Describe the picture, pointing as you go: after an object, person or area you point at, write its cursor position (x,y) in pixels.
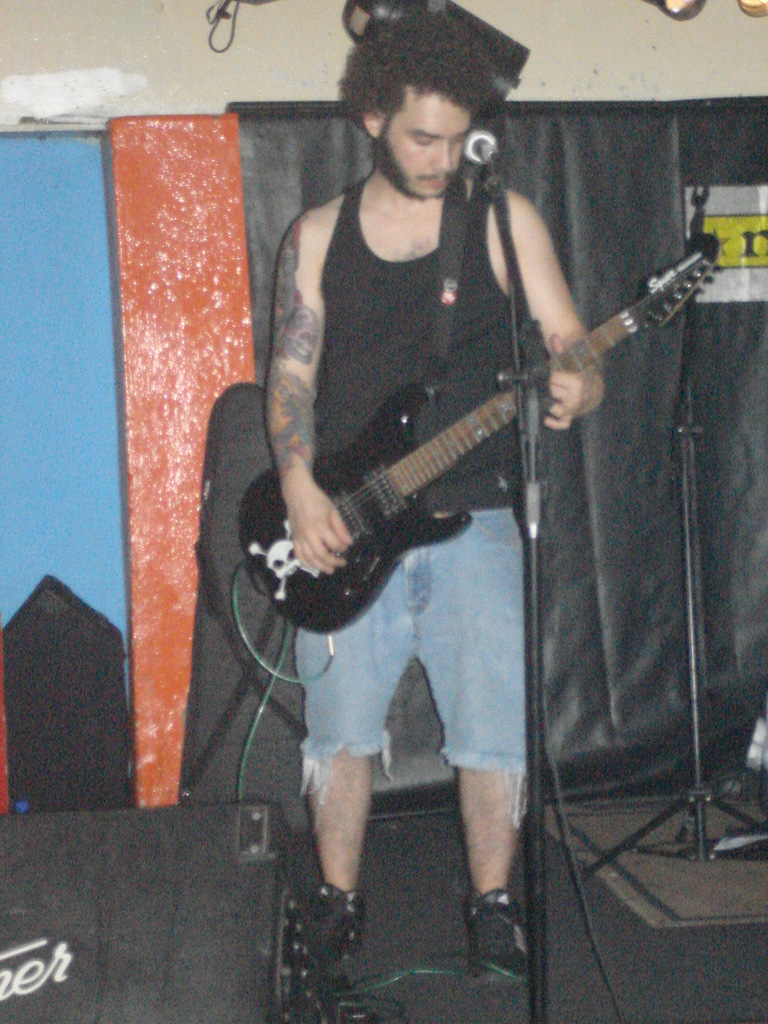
In the picture, a man (283,410) is wearing a black vest (395,315), he is holding a guitar (416,496) behind him there is a black color curtain (612,153), in the background (220,81) there is a cream wall (134,100).
